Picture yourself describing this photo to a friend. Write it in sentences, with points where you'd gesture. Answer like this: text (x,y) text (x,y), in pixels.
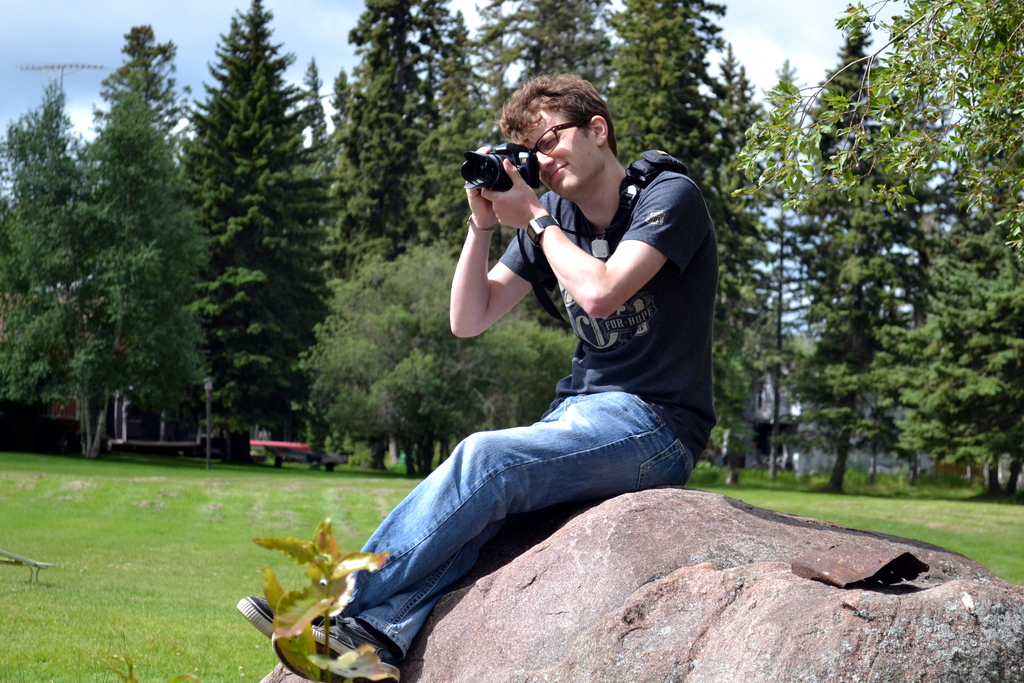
a person (534,232) is sitting and capturing image in camera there are trees (422,169) near to him we can see cloudy Sky (64,61).
